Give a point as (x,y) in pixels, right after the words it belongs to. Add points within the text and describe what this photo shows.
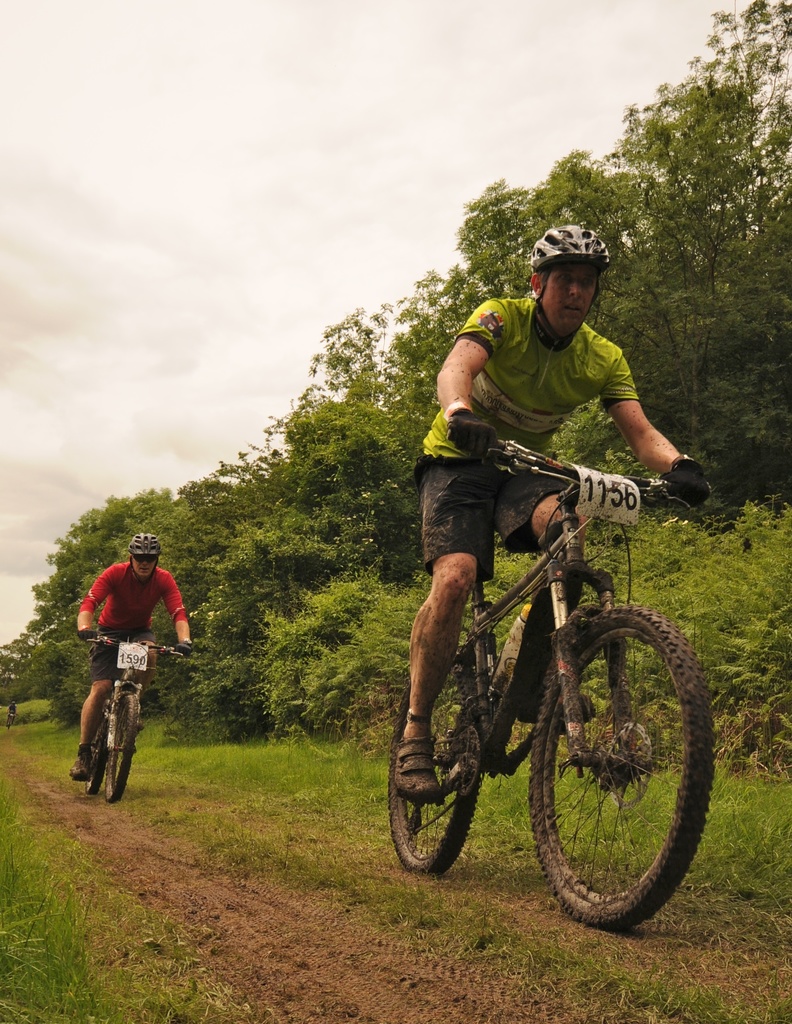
Here we see two men (530,707) riding bicycle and we can see cloudy sky (249,334) and trees (552,173).
